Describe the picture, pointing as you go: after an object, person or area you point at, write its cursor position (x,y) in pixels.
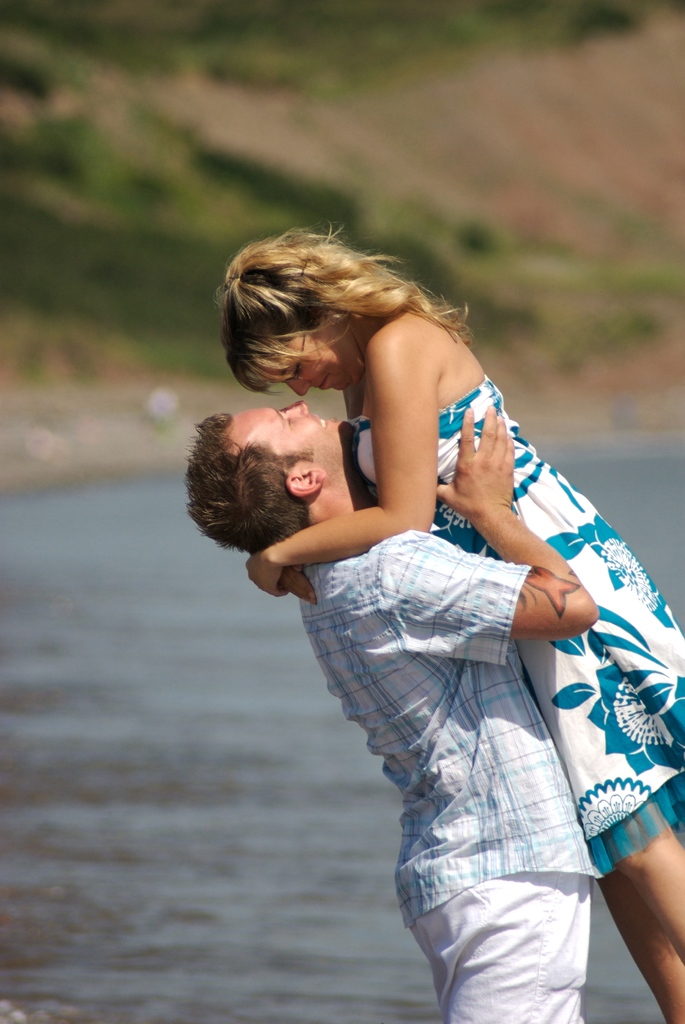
This picture shows a man (404,718) lifting up a woman (404,438) with his hands (475,488) and we see water (197,808) and few plants (71,137).
